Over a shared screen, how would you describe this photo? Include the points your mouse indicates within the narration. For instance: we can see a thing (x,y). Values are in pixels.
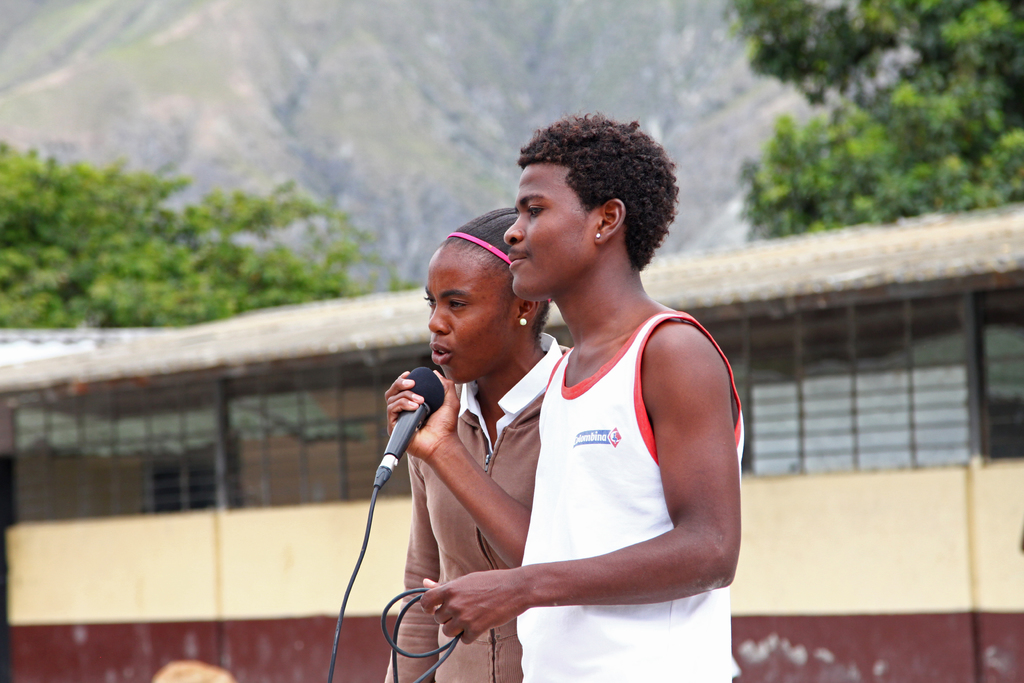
In the background (353,137) there is a hill (379,114). On the left side (171,277) and right side of this image (907,141) I can see trees (821,178) and in the centre of the image (587,453) I can see a man (573,426) and woman (510,441) standing. The man (549,506) is wearing white vest (580,520) and he is holding a mike (430,383). The woman (470,369) is talking something. In the background (410,336) I can see a house (199,462).
